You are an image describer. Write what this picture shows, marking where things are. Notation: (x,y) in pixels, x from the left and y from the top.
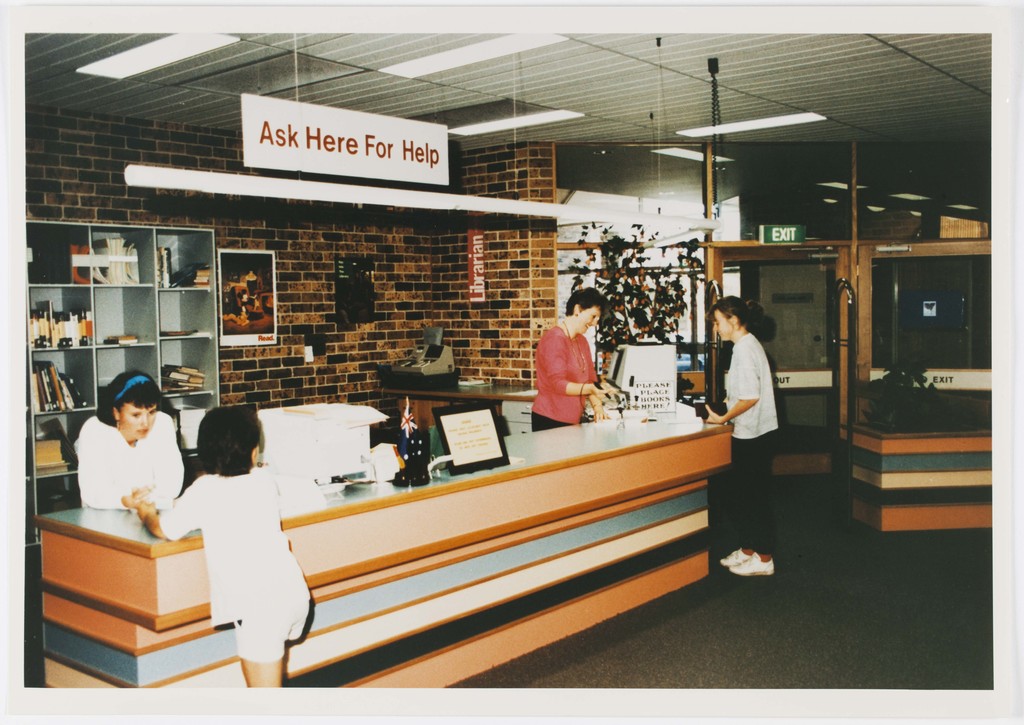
In the picture we can see a desk (473,475) and two women (94,450) standing near it and two people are seeking help from them and on the desk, we can see any computer system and some things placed on it and in the background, we can see a wall (232,244) with bricks (246,248) and some photo frame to it and some racks (129,283) with a book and besides we can see an exit door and to the ceiling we can see a board (343,140) ask here for help and we can see some lights (477,127).
